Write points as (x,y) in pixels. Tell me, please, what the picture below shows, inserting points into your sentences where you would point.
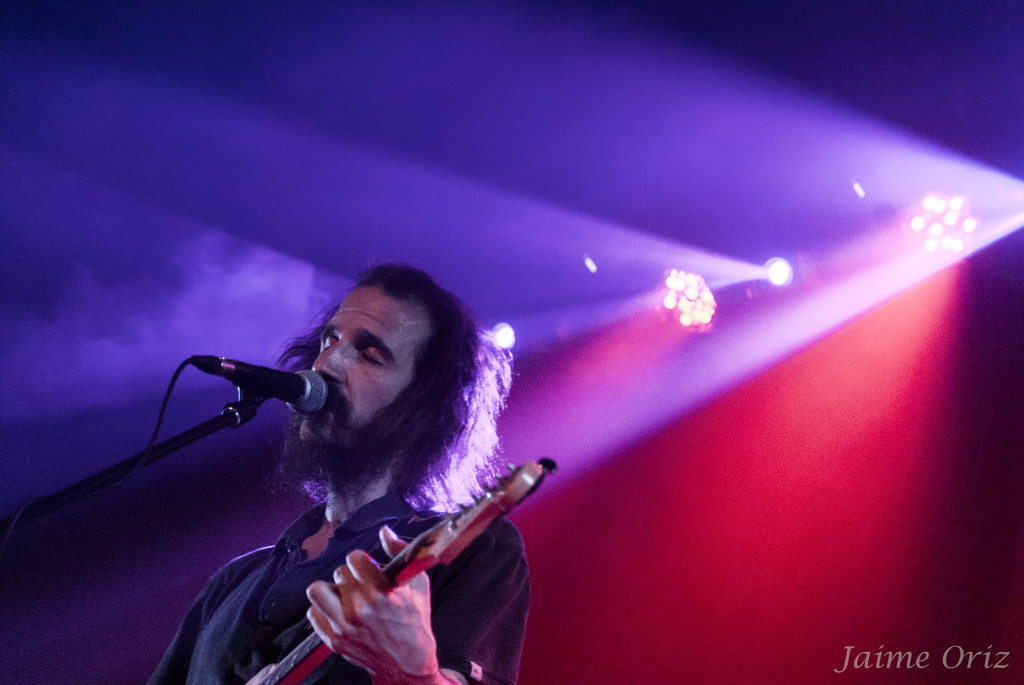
In this image I can see a person (414,436) is holding musical instrument (444,534). I can see a mic (305,390), stand (95,481) and colorful lighting (855,323).
